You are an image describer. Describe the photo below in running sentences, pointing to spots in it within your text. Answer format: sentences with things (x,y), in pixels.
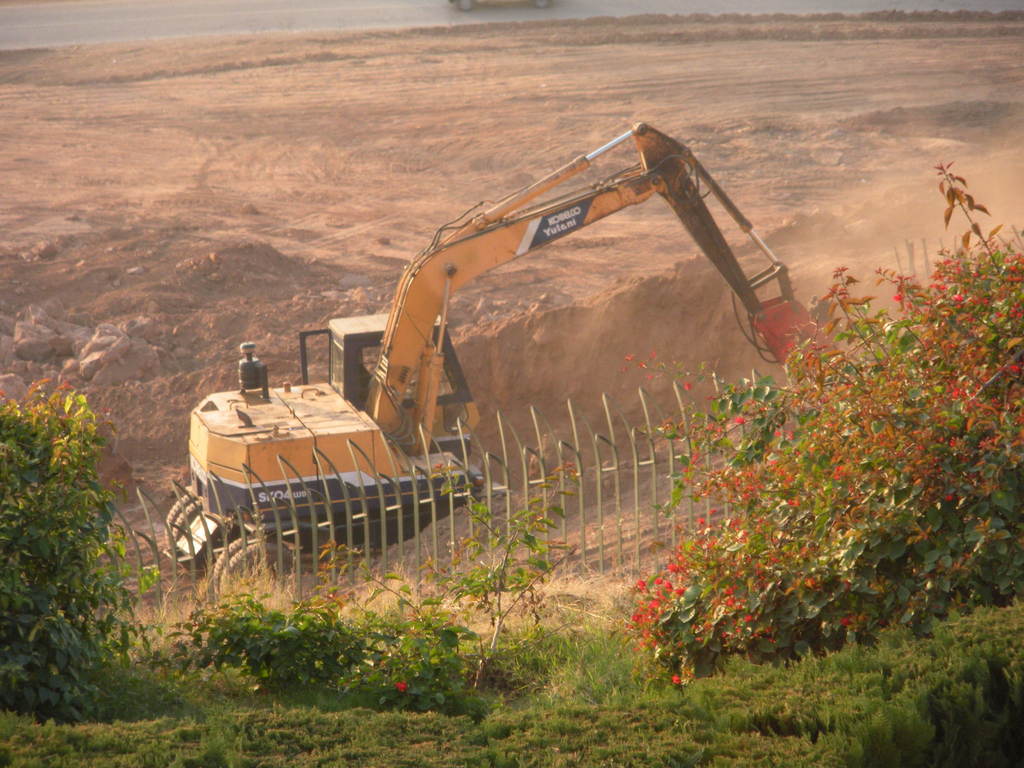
In the foreground of the image (473,745) we can see grass (306,701) and plants (199,656). In the middle of the image (380,427) we can see a vehicle (376,466), sand (469,325) and fencing (598,476). On the top of the image (509,136) we can see sand (408,85).
